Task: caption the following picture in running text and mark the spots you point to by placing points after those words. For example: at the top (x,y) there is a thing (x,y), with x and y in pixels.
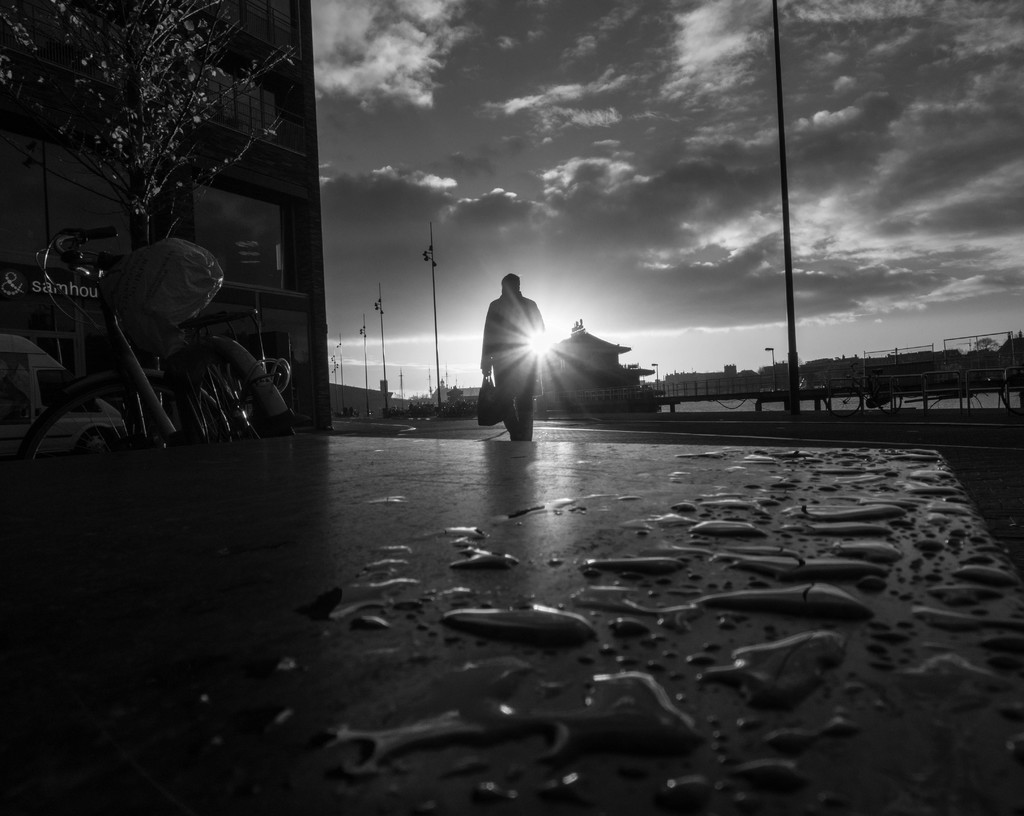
This picture is clicked outside. In the foreground (439,524) we can see the water like thing (743,567) on the ground (327,488). In the center (506,389) we can see a person (505,375) holding a bag (498,410) and seems to be walking on the ground (495,437). On the left (247,368) we can see a bicycle (115,380) seems to be parked on the ground (601,528) and we can see a vehicle (52,401) and a building (71,353) and we can see the text (36,287) on the building (50,300). In the background (535,91) we can see the sky (566,121) with the clouds (736,243) and we can see the buildings (576,357), poles (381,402) and many other objects (726,381). On the left (186,97) we can see a tree (167,139).
